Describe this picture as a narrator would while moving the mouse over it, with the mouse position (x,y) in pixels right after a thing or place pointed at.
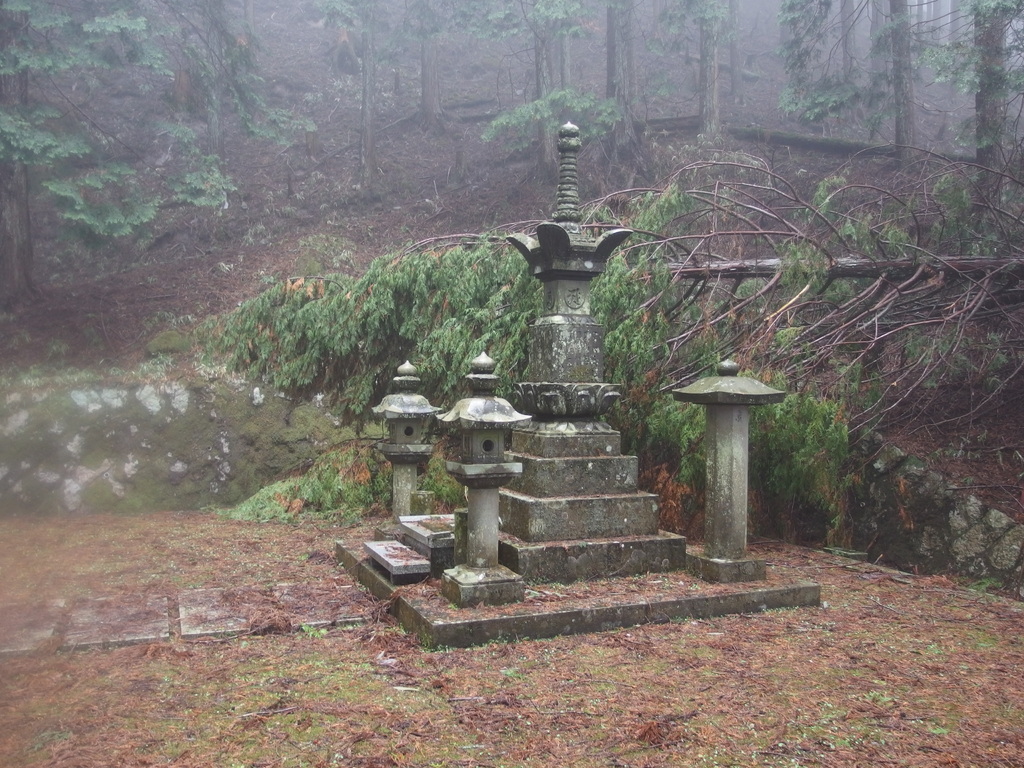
In this picture I can see trees (712,63) and it looks like a memorial (522,496) and I can see a fallen tree (696,285).
